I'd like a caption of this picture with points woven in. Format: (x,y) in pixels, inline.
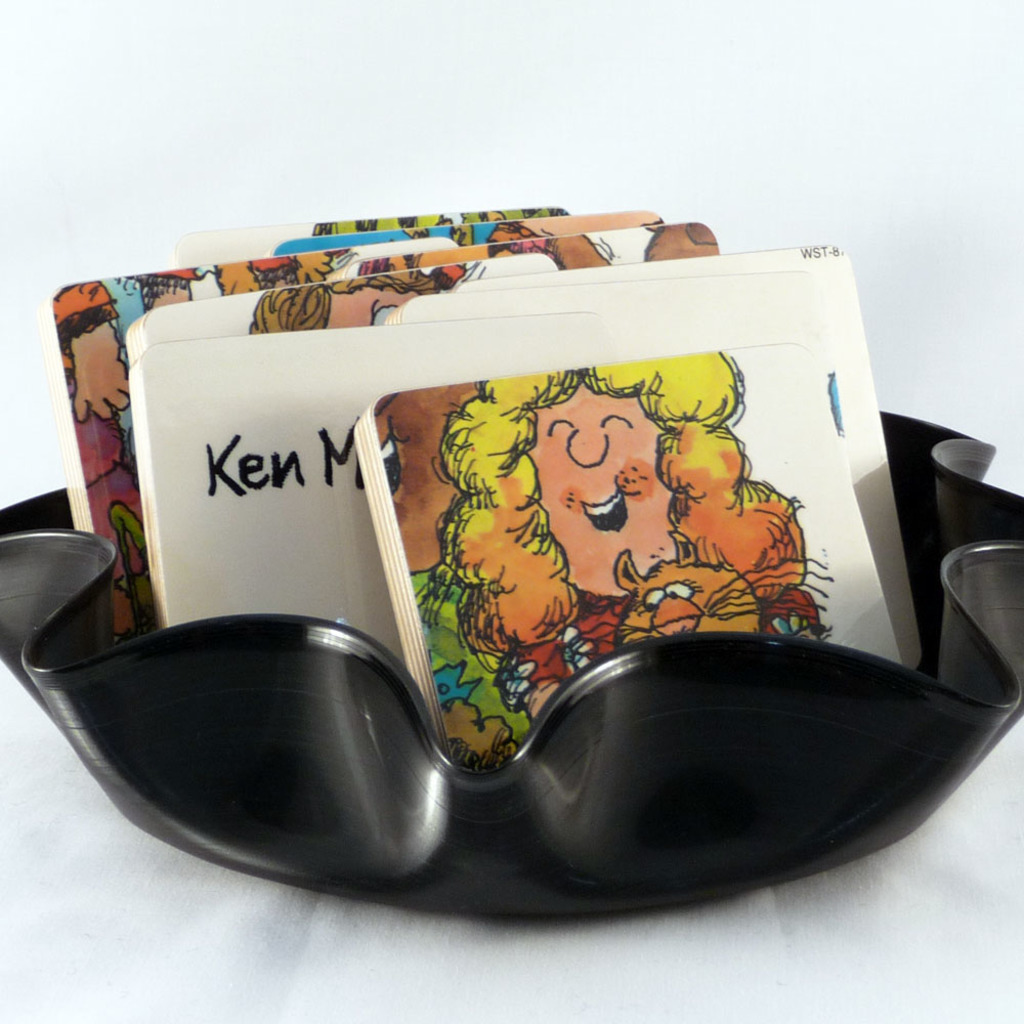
In the picture I can see some cards (480,371) on which I can see some images (489,480) are kept in the black color bowl (579,723) which is placed on the white color surface (212,974).
